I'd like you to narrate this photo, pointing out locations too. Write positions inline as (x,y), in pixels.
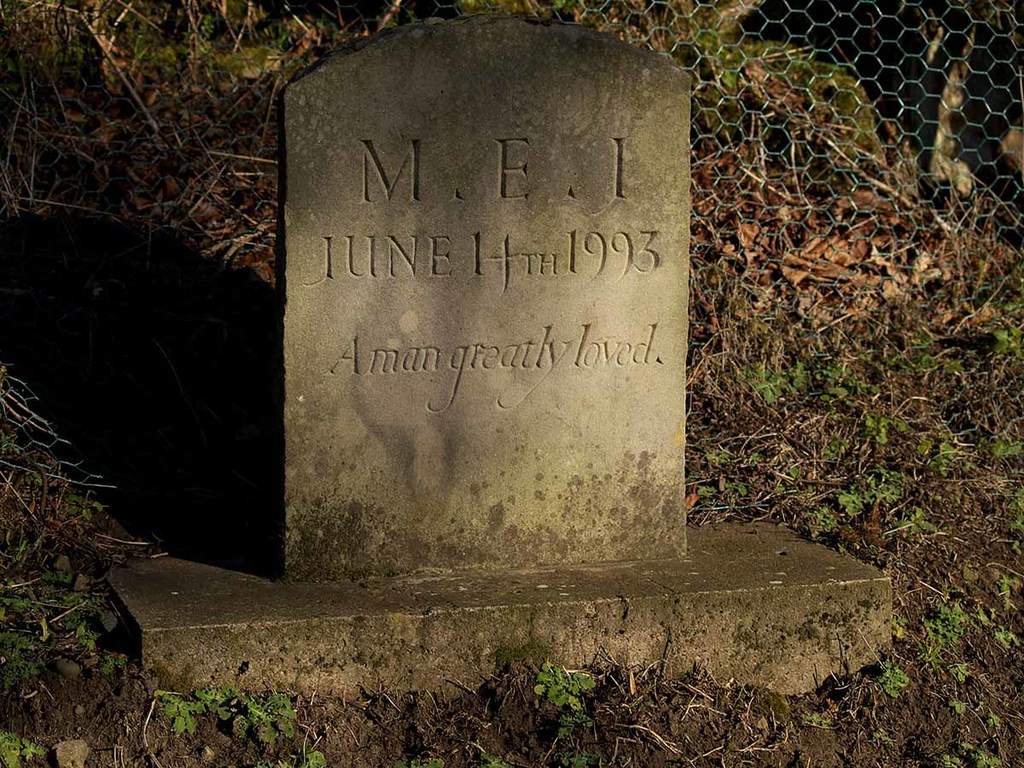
In this image we can see the headstone (464,349). And we can see the shadow (225,345) of headstone (475,414). And we can see the soil (907,718). And we can see the grass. And in the background (227,45) we can see the net fencing (853,32).
